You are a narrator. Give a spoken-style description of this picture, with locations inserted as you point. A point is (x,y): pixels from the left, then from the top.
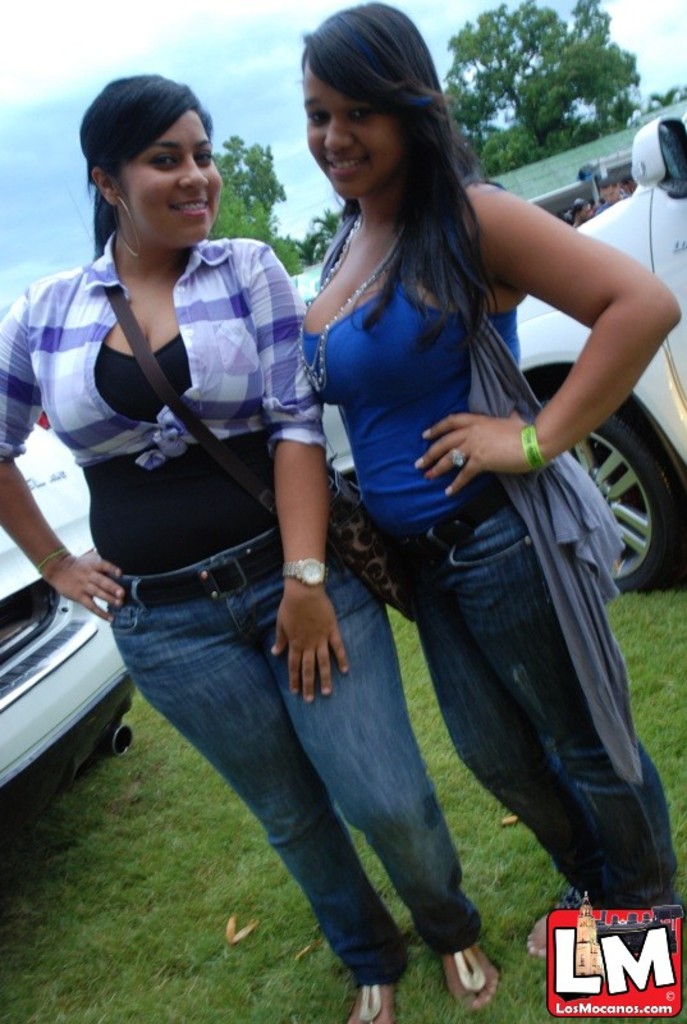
In this image, we can see some grass (165,835). There are two persons (245,630) in the middle of the image (319,604) wearing clothes (468,588). There is a car (69,628) on the left (39,677) and on the right side of the image (648,372). There are trees (512,147) at the top of the image (477,141). In the top left of the image (87,48), we can see the sky (127,22).
